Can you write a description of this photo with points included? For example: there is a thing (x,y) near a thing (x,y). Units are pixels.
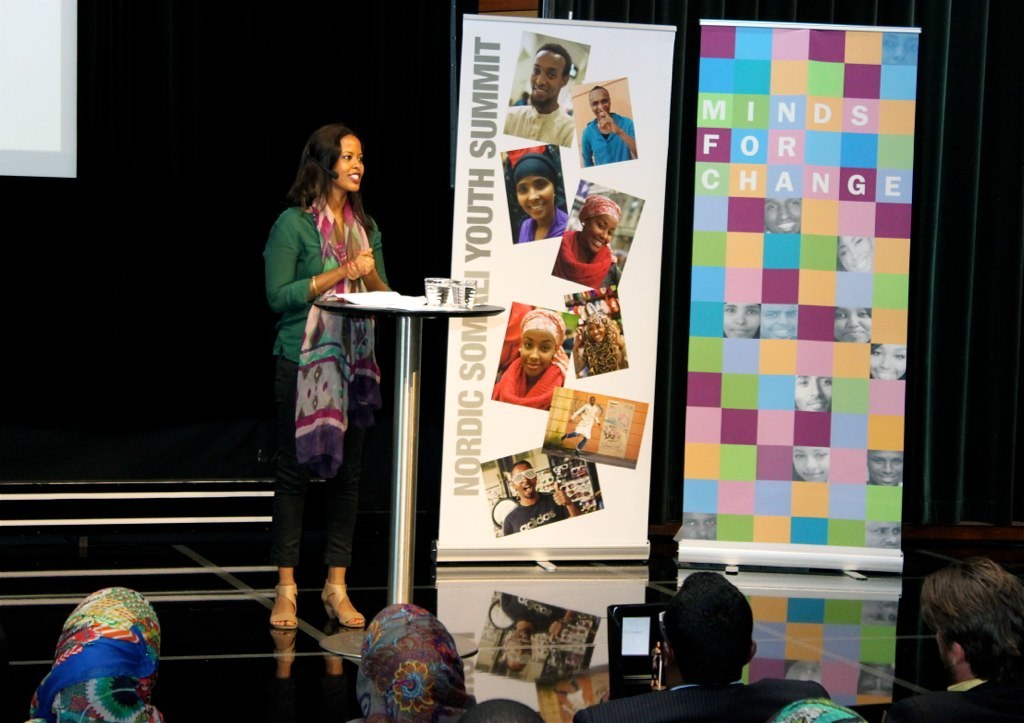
In the center of the image (354,340) there is a person (323,348) standing on the stage (358,577). In front of her there is a table (412,319) and on top of the table (443,312) there are glasses (429,296) and papers (412,305). At the bottom of the image (376,675) there are people (415,638). At the back side (137,389) there is a black cloth (171,129). In front of that there are banners (721,414).
